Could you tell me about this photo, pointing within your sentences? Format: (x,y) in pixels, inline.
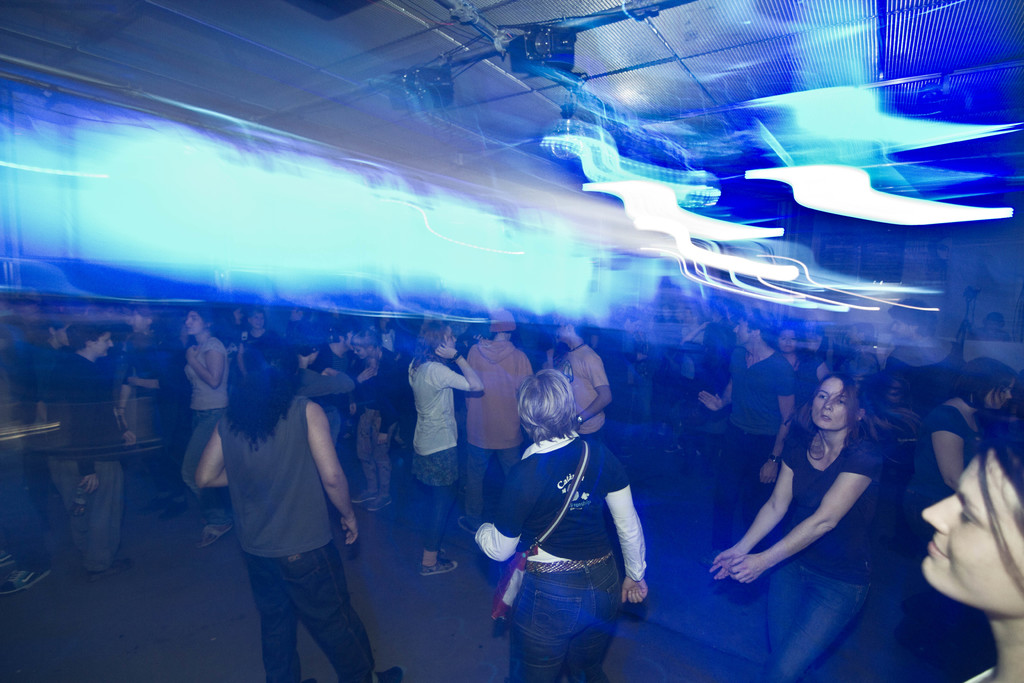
In this image I can see group of people (537,528) among them some are dancing. Here I can see lights (538,68) on the ceiling (505,107).
